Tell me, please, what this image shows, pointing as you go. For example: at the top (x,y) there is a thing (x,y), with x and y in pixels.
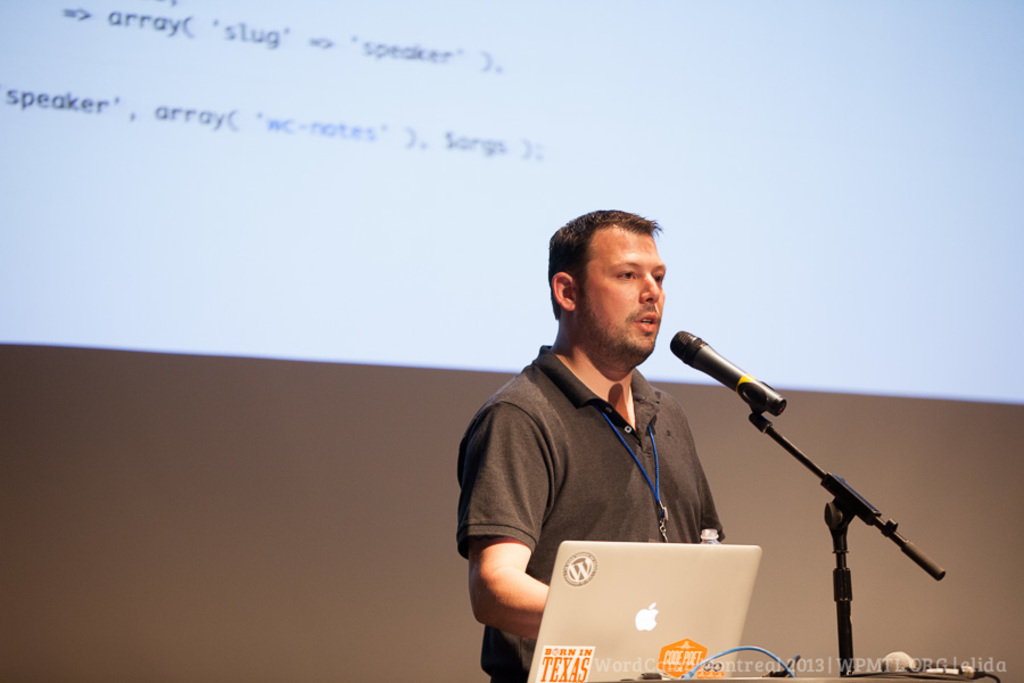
A man (605,502) is speaking on the microphone (758,380), he wore a black color t-shirt (638,533). There is a laptop (665,582) at here, behind him there is a projector screen (385,267).
